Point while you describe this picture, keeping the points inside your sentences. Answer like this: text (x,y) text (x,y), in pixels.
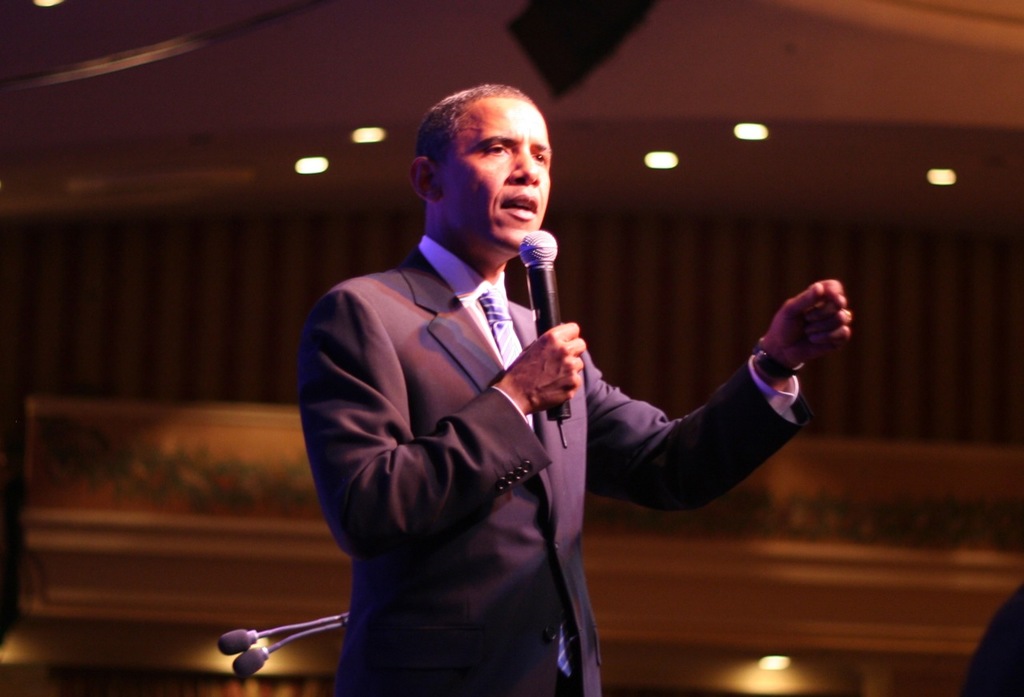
Here we can see a person (359,503) speaking something in the microphone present in his hand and behind him we can see microphones (320,622) present and there are lights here and there
